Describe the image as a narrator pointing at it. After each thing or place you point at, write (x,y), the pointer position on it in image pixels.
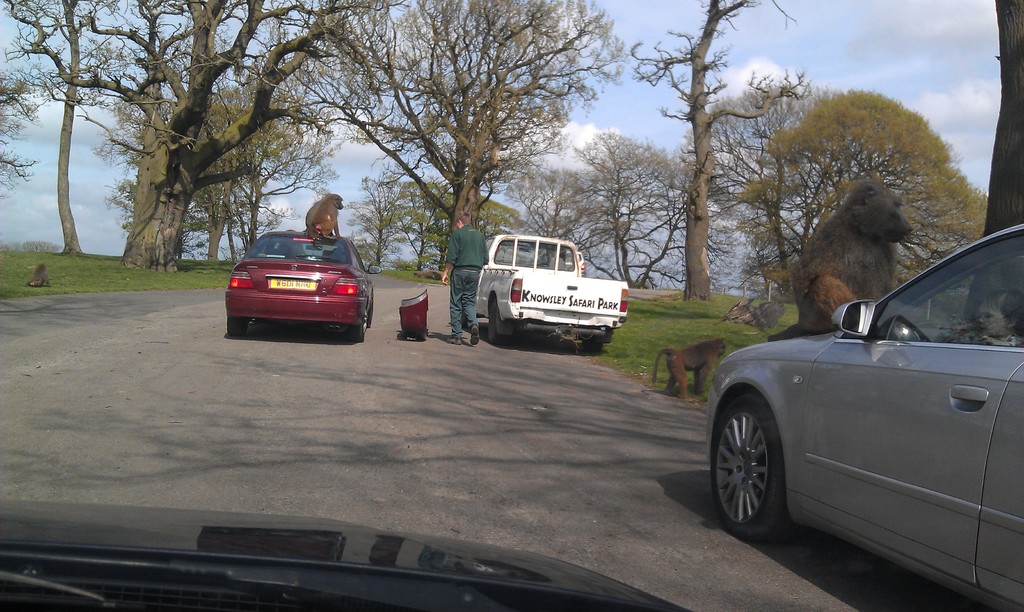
In this image there are cars (776,518) and monkeys (868,192) over it, at the center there is a person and the background (85,16) consists of trees (1010,127).
